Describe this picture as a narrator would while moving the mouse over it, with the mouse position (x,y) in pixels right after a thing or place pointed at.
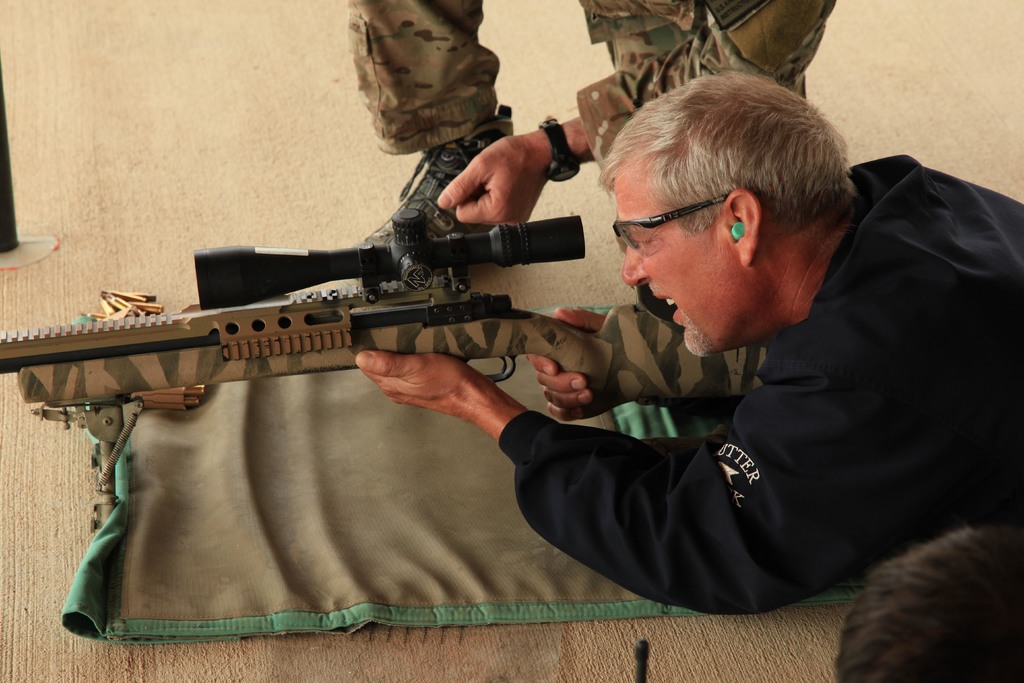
There is a man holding a gun (480,244) and a man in the foreground area of the image (336,278).
